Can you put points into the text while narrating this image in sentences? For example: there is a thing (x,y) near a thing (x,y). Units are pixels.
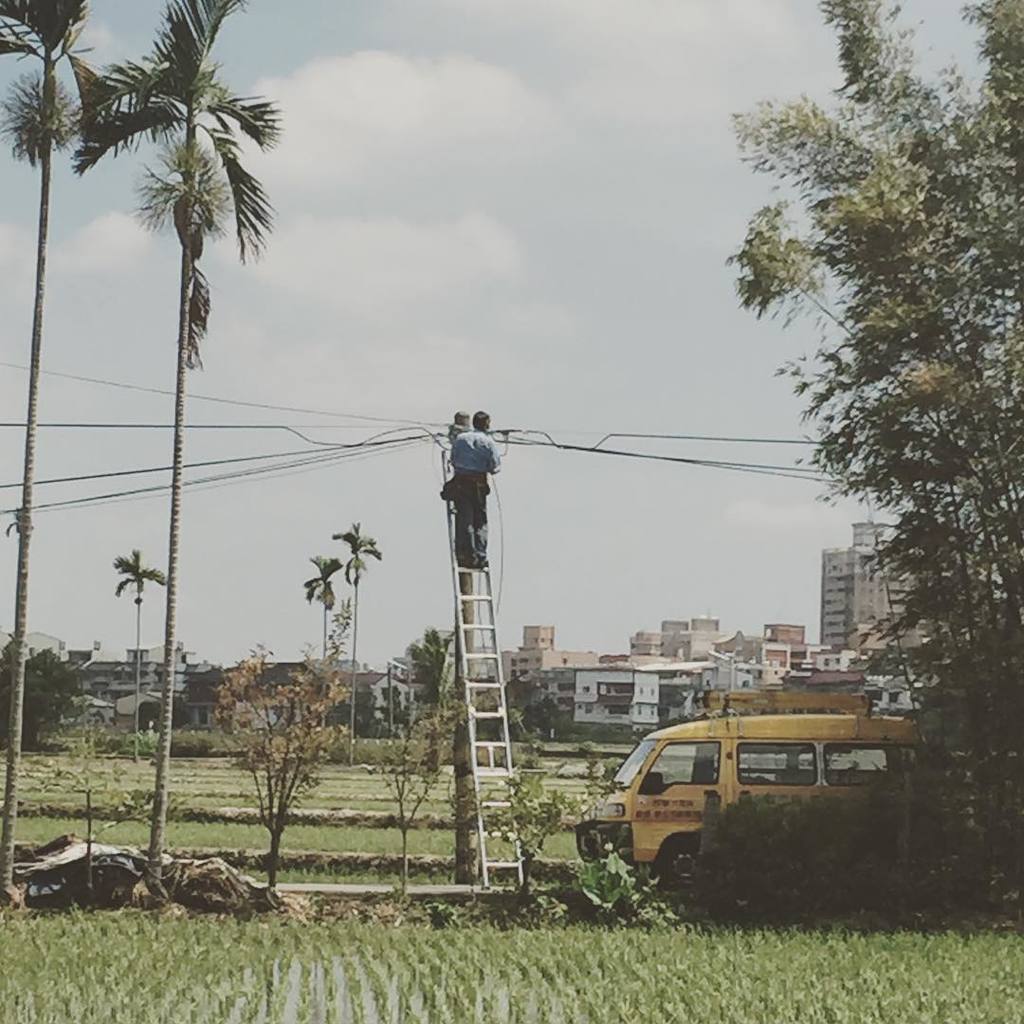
This is completely an outdoor picture. At the top of the picture (526,215) we can see a sky (539,184) and it seems like a cloudy day. On the background (713,666) we can see buildings (633,662). These are the trees (173,664). This is a field (395,973). Here we can see one man (471,545) standing on the ladder (494,864) and working. At the right side of the picture (924,452) we can see a tree (921,608). Near to it there is a vehicle (699,784) in yellow colour.
